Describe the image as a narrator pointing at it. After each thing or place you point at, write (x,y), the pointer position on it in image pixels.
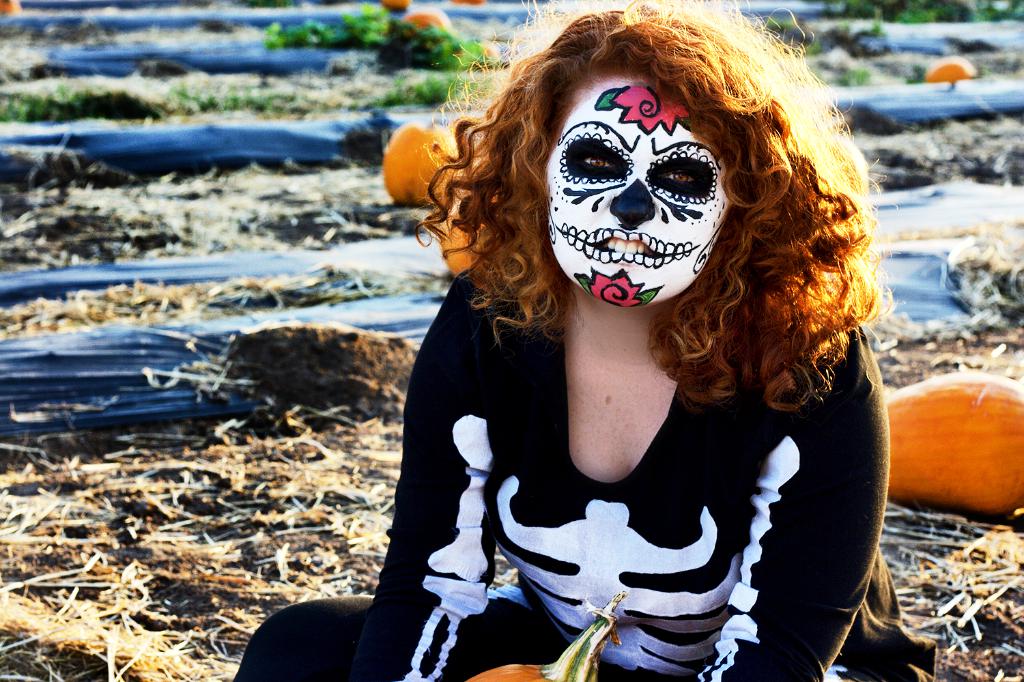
In this picture we can see a woman (644,418) with a painting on her face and in the background (310,478) we can see dried grass (315,508), plants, pumpkins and some objects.
